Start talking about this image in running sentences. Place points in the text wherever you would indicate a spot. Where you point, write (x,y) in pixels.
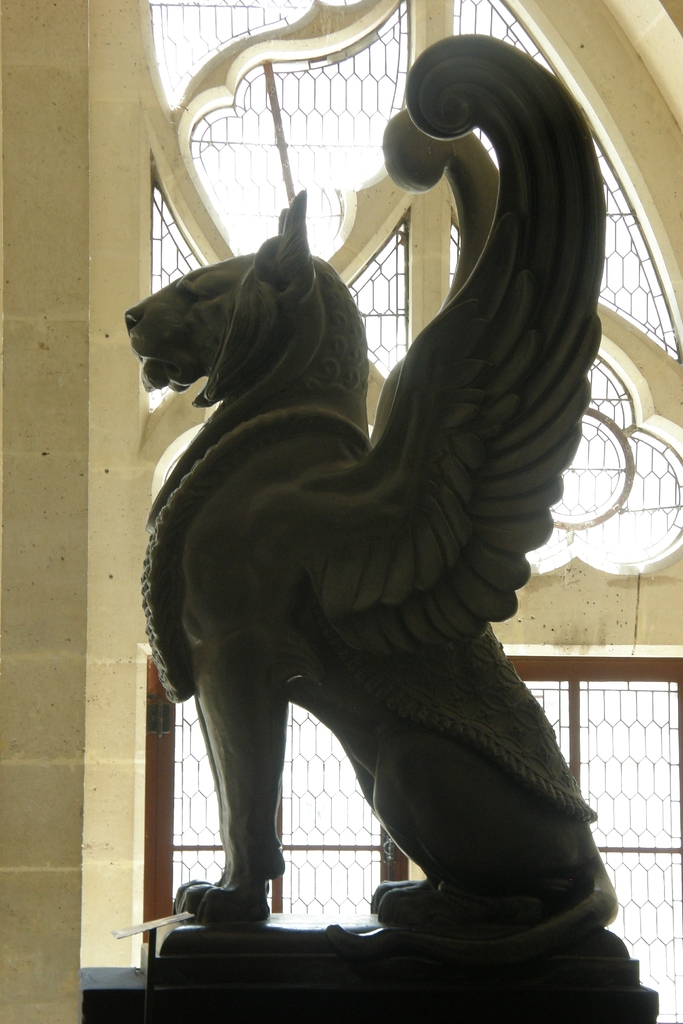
In the picture i can see a sculpture (305,456) of an animal (478,549) and in the background of the picture (249,185) there is a wall (115,199) and window (645,780).
